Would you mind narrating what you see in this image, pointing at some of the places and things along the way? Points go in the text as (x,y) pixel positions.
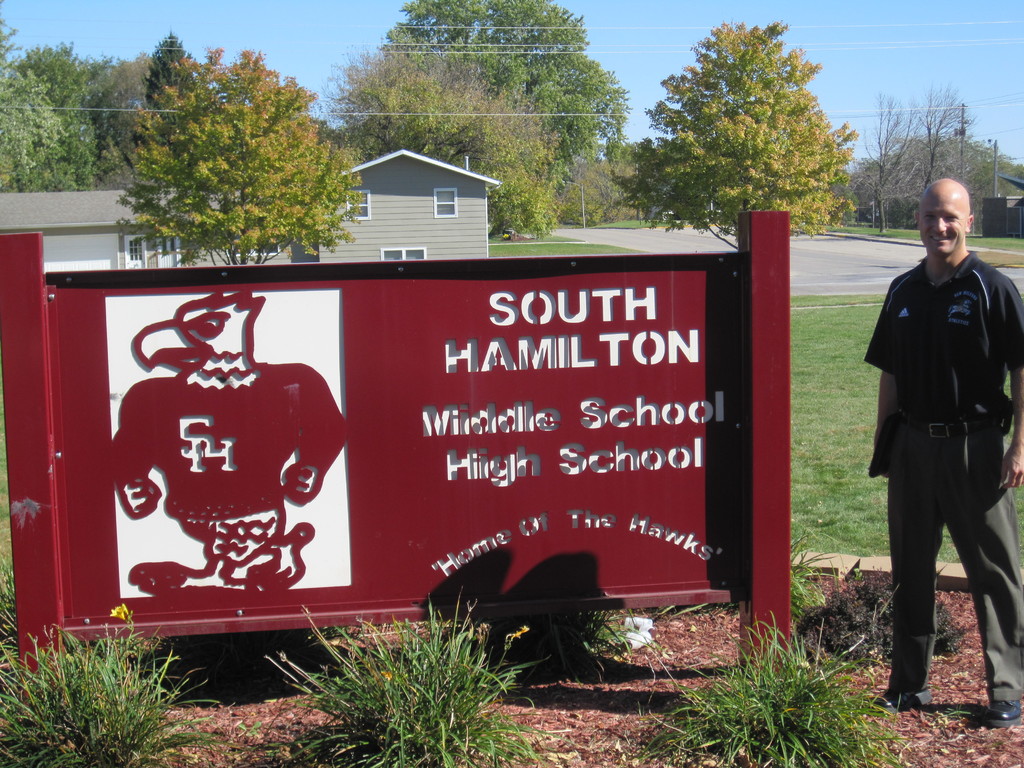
To the right side of the image (932,345) there is a person (982,306). In the center of the image (669,414) there is a board (468,382) with some text (540,417). In the background of the image (495,179) there are trees (712,120), house (480,192). At the top of the image (248,15) there is sky (799,39). At the bottom of the image (514,717) there is soil (640,732) and plants (793,711).
